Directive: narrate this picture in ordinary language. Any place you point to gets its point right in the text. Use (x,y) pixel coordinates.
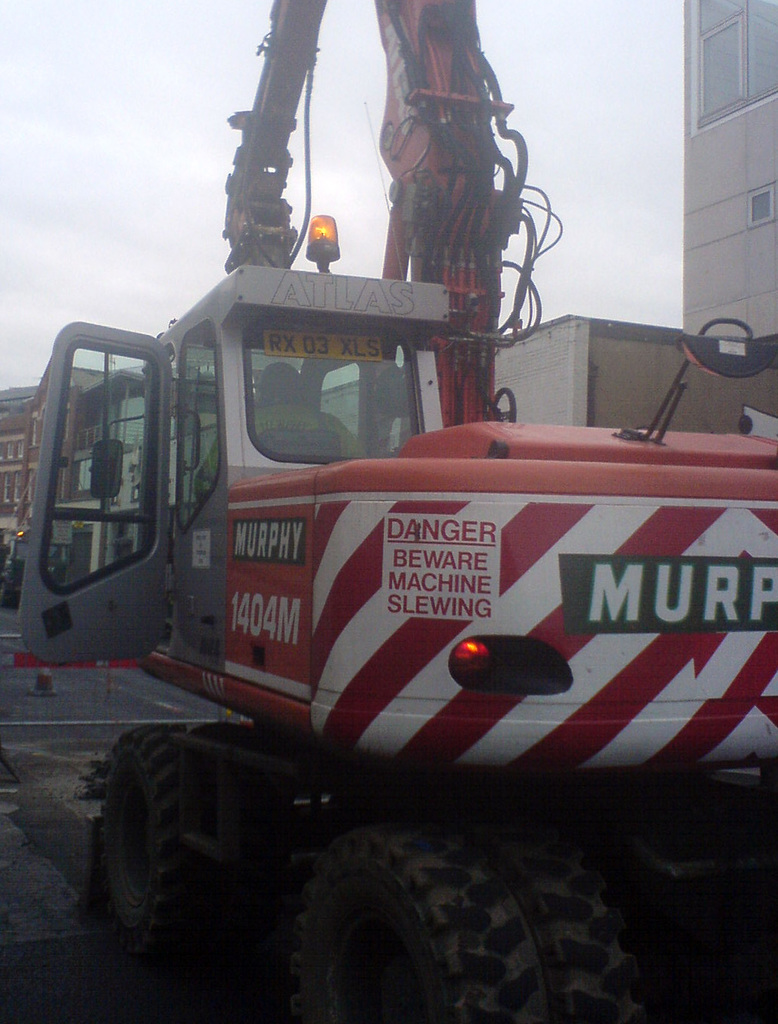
In this image, I can see a person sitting in a crane (333,502). In the background (74,472) there are buildings (644,408) and the sky (145,111).
